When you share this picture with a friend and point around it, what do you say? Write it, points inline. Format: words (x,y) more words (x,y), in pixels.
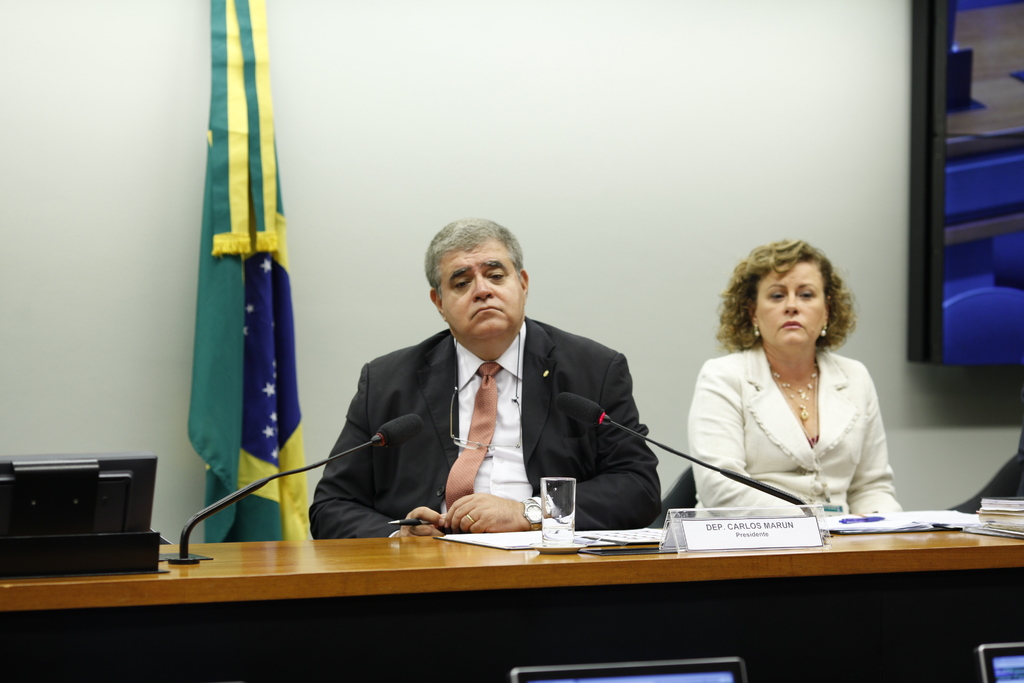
In this image in the front (681,677) there are screens (995,671). In the center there is a table (495,574) and on the table (411,577) there are microphones (408,434), there are papers (982,528) and there are books (1007,522) and on the left side (40,518) there is an object (69,517) which is black in colour. In the background (655,481) there are persons (613,497) sitting, there is a flag (229,309) and there is a wall (766,182). On the right side (956,193) there is a frame (969,307) on the wall (793,200).
